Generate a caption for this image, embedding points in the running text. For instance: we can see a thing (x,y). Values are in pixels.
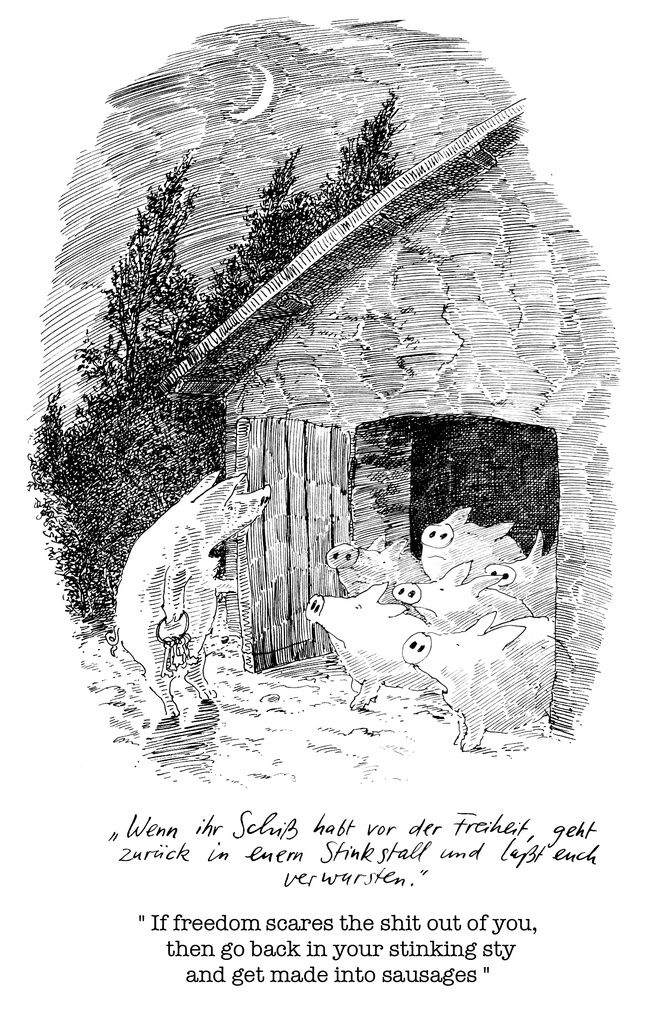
In this image we can see the art of a hut (323,448), pigs (148,611), trees (141,392) and also the moon (264,94). We can also see the text (521,926) at the bottom (352,937) and the background of the image (563,983) is white color.
